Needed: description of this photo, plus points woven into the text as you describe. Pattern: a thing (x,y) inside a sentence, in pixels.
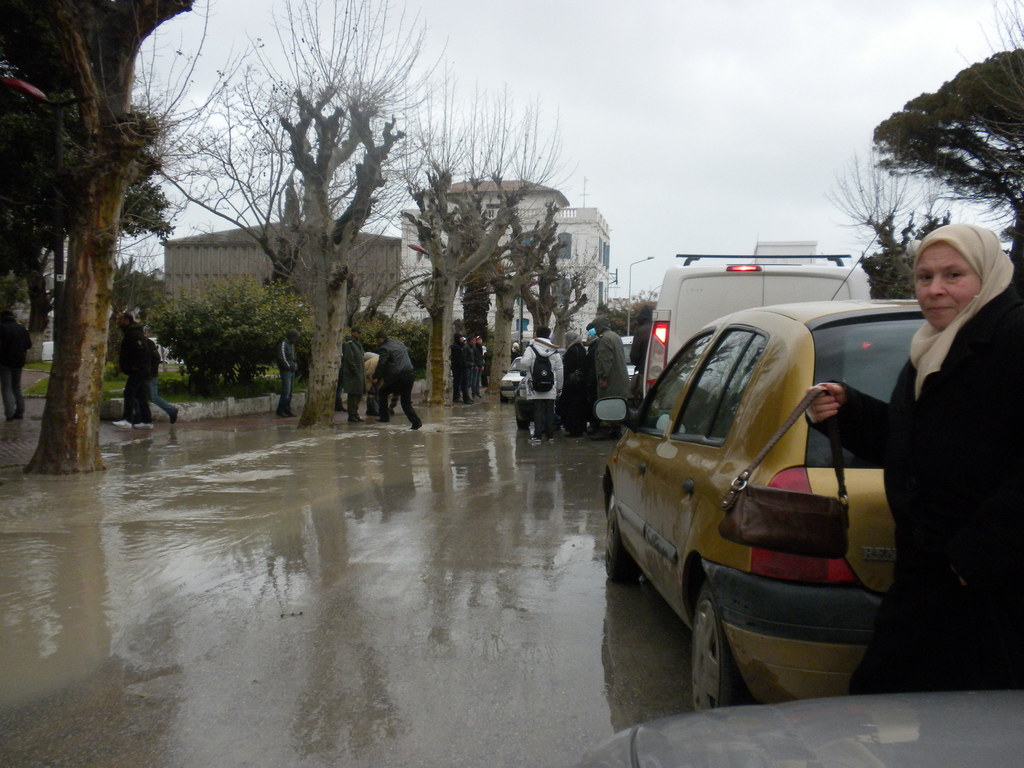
In this picture we can see the view of the road (534,469). On the right corner (851,469) we can see some cars (851,469) moving on the road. In the front (977,409) bottom side there is a woman (977,531) wearing black dress (956,449), standing and looking to the camera. On the left side (325,276) there are some dry trees (579,293) and buildings (583,257).
